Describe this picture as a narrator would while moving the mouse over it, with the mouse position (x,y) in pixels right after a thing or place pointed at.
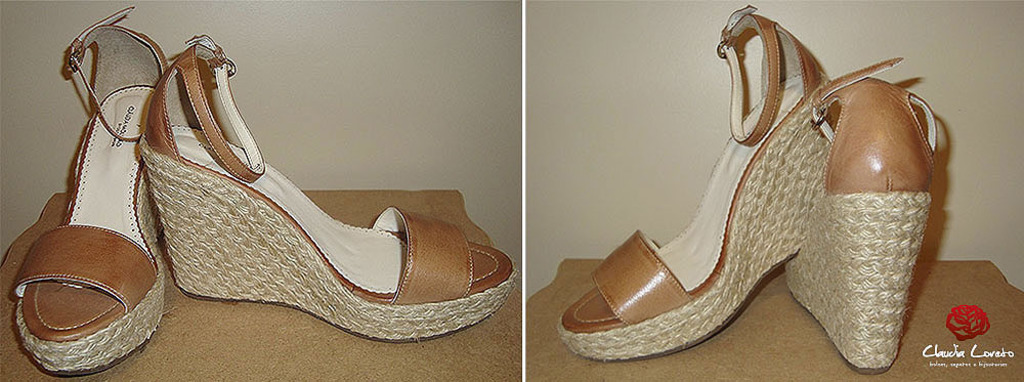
In this two images I can see two pairs of sandals (802,170) on a board (935,327), logo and a text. In the background (941,146) I can see a wall (255,114). This image is taken may be in a room (581,223).
